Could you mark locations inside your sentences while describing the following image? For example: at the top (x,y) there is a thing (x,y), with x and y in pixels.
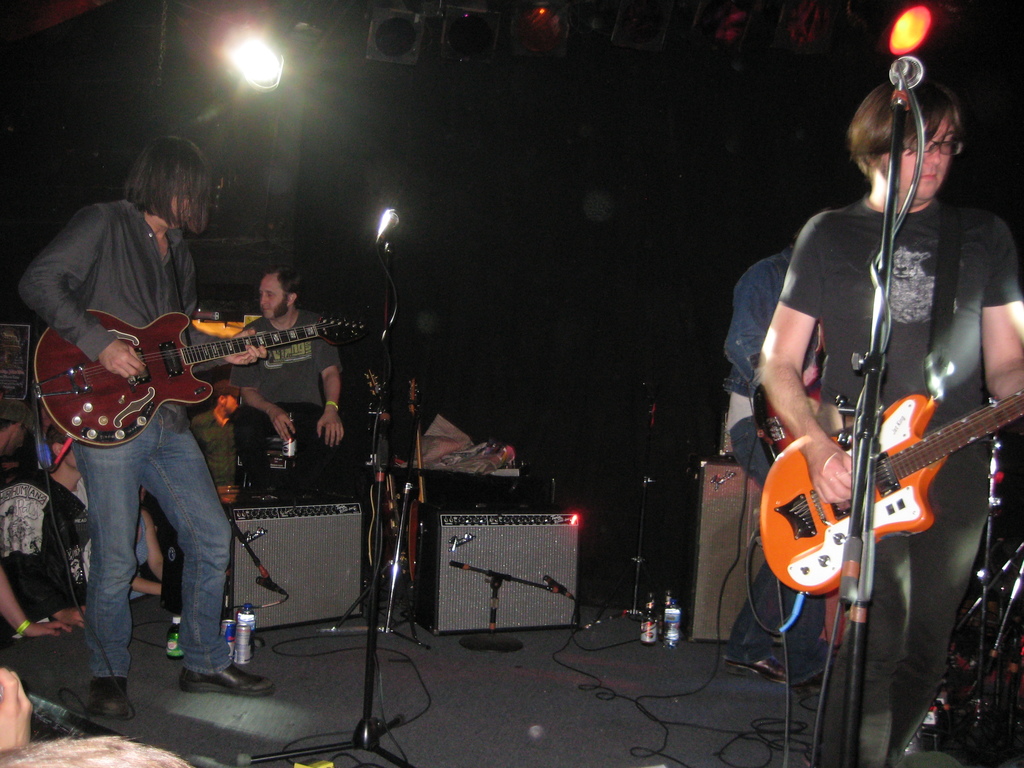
in this image i can see many people (809,437). there is a, man (956,290) standing at the right (932,355) playing a guitar (911,468). there is a microphone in front of him. at the left (141,251) there is another man (110,271) playing guitar (162,368) wearing grey shirt (134,288) and jeans (190,509). behind them there is a man (306,400) sitting. on the floor (633,633) there many bottles (672,612) and cans (241,631).
